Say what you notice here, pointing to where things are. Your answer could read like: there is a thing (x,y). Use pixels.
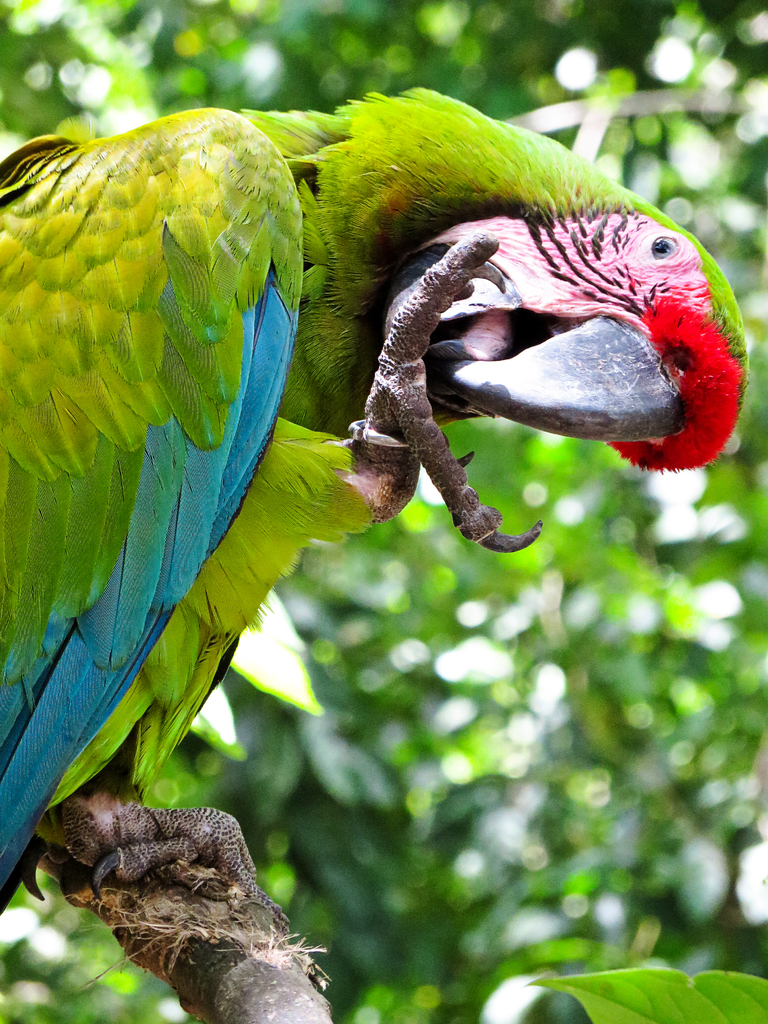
In this image, we can see a parrot (249,379) on blur background. There is a leaf (689,1002) in the bottom right of the image (632,989).
